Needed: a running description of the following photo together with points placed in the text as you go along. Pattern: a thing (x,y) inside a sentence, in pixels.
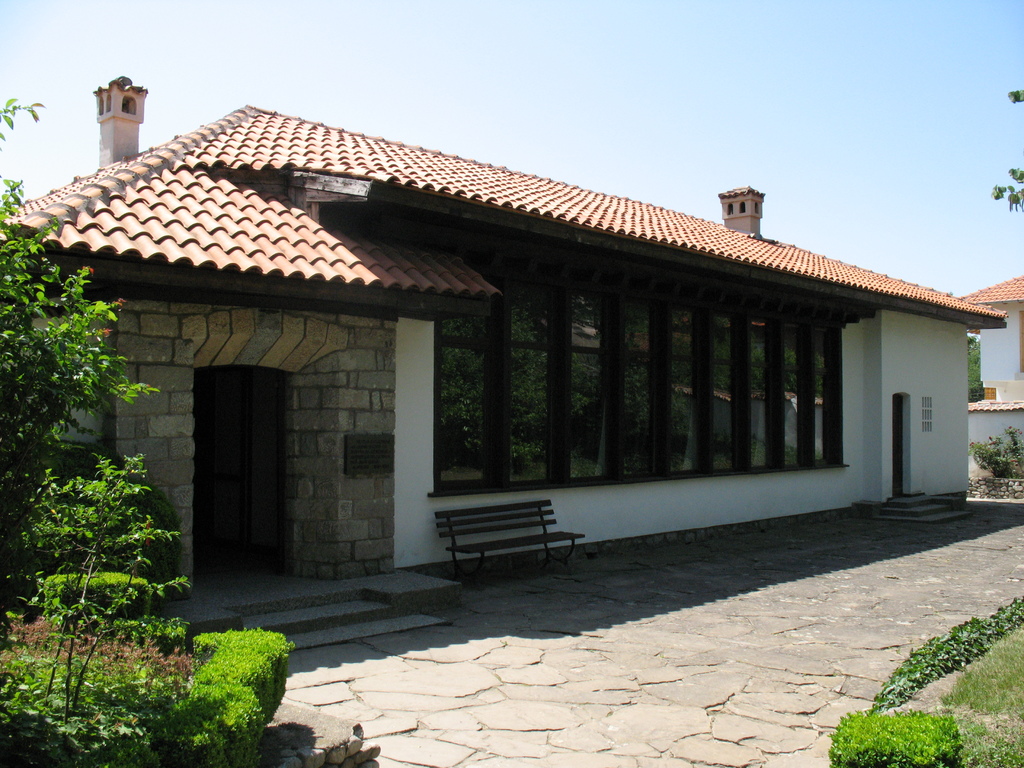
This looks like a house (764,414) with the windows (571,427) and doors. I can see a bench (505,543). This is a roof (304,168). These are the trees (69,666) and bushes (225,667). On the right corner of the image (1016,313), I can see another house (1014,348). This is the sky (496,61).
